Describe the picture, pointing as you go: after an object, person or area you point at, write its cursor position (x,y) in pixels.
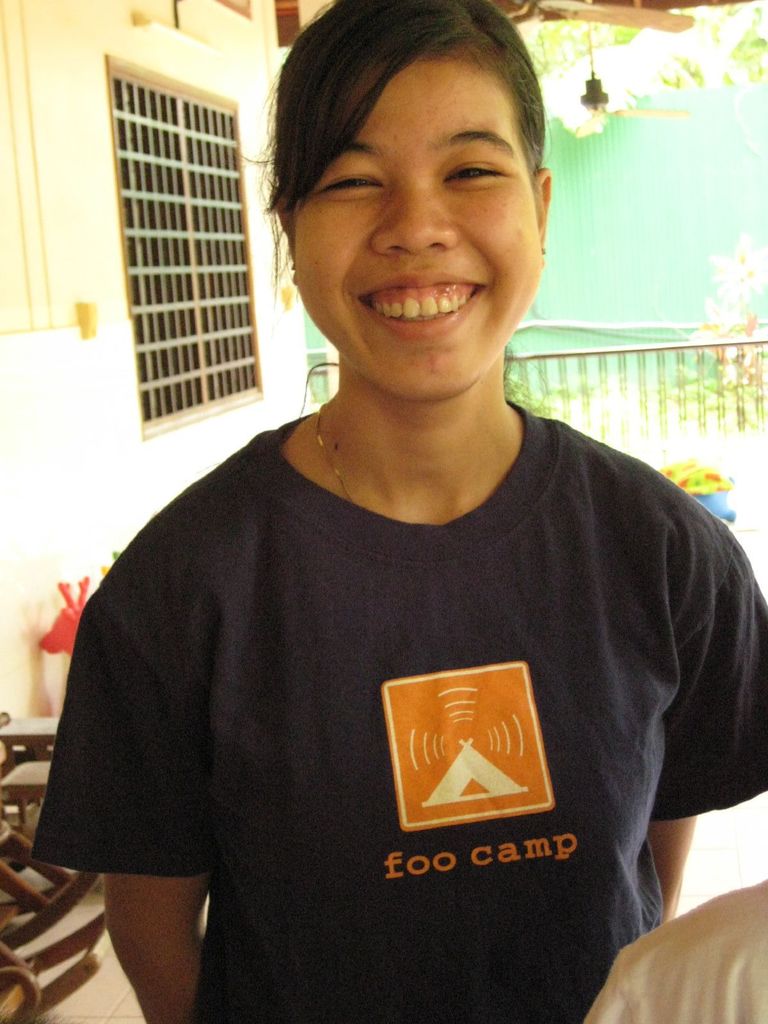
In this picture we can see a woman (301,820) smiling and at the back of her we can see a window (151,345), fence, plants (732,381), light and some objects (15,936).
